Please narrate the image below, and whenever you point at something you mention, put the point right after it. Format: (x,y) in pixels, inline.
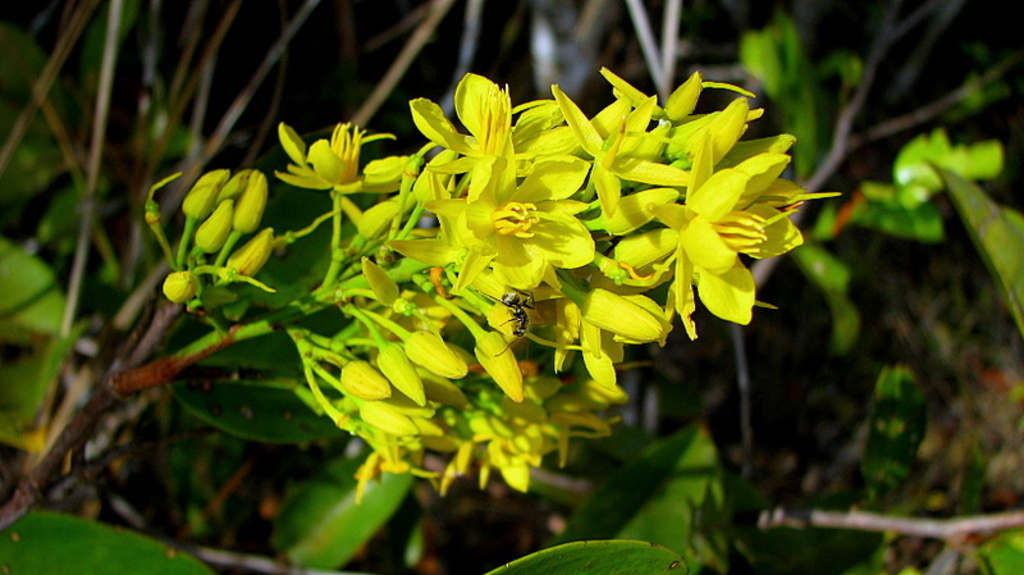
In this image I can see few yellow colour flowers (720,220), number of yellow buds (415,401), few green colour leaves (682,540) and stems (484,307). I can also see this image is little bit blurry.
